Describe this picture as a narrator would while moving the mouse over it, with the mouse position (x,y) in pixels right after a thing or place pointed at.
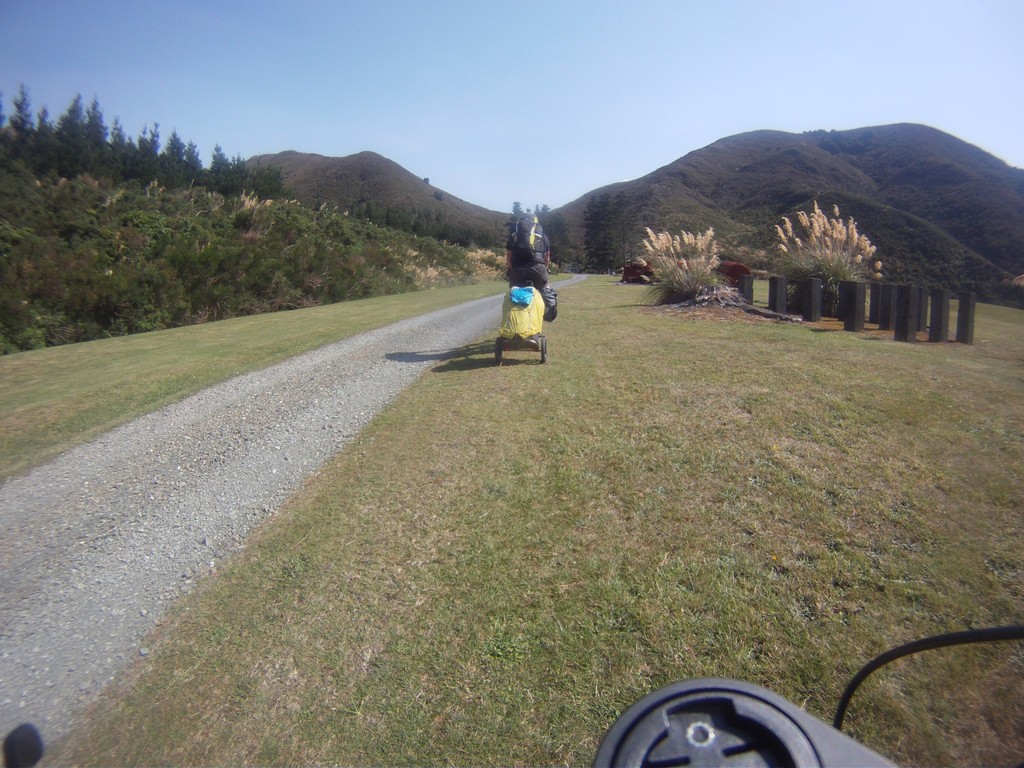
In this picture we can see an object (779,753), here we can see a person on a vehicle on the ground (677,416), trees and some objects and in the background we can see mountains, sky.
